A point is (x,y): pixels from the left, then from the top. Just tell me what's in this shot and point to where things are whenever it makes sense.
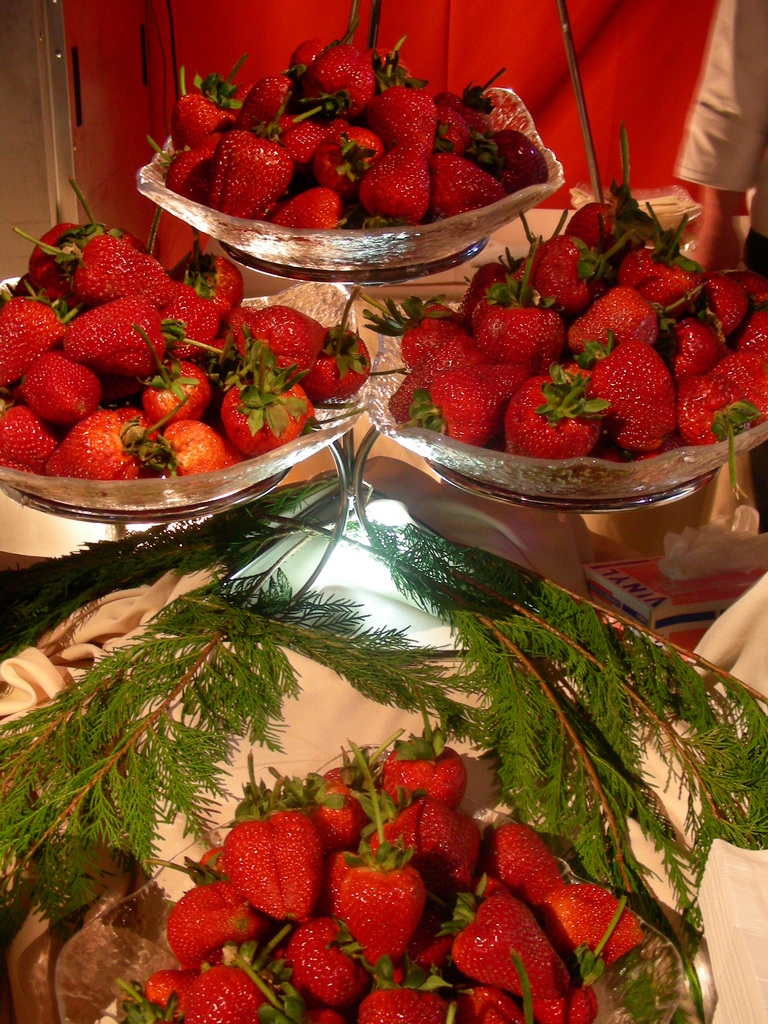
In this image there are bowls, strawberries (183,350), green leaves (519,672), person hand (724,189) and objects (706,534). In the background of the image (79,66) there is a red wall (125,94).
